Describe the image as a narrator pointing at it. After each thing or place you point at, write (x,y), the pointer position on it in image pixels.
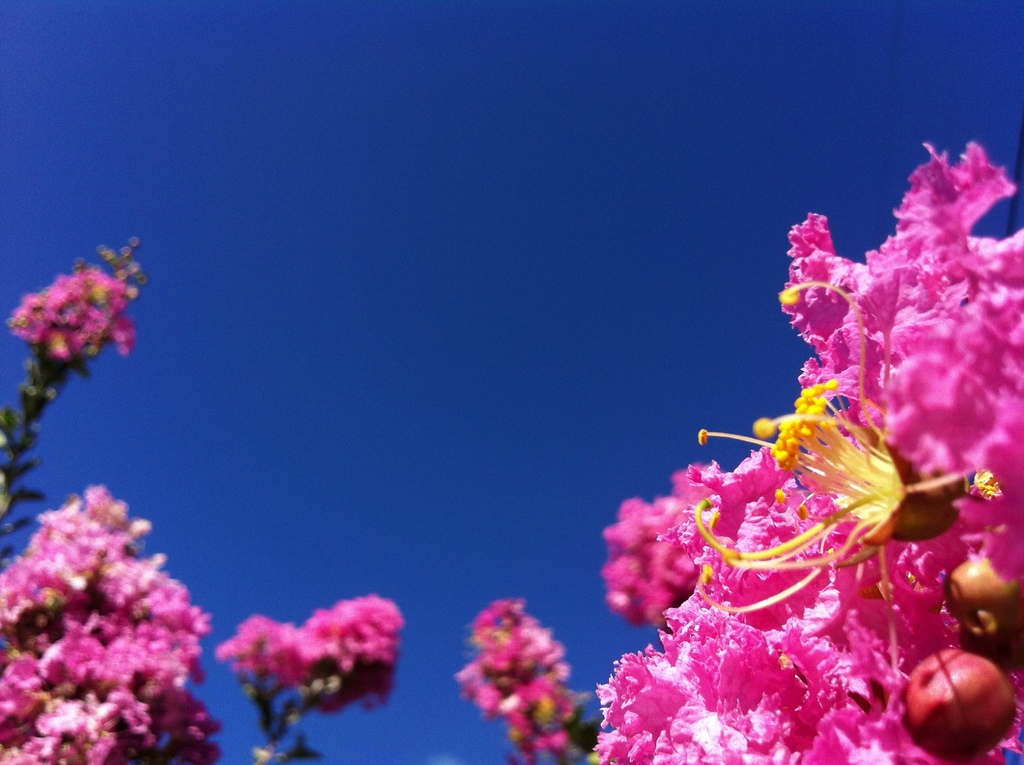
In this picture I can see flowers (915,270), and in the background (380,402) there is the sky (755,361).
